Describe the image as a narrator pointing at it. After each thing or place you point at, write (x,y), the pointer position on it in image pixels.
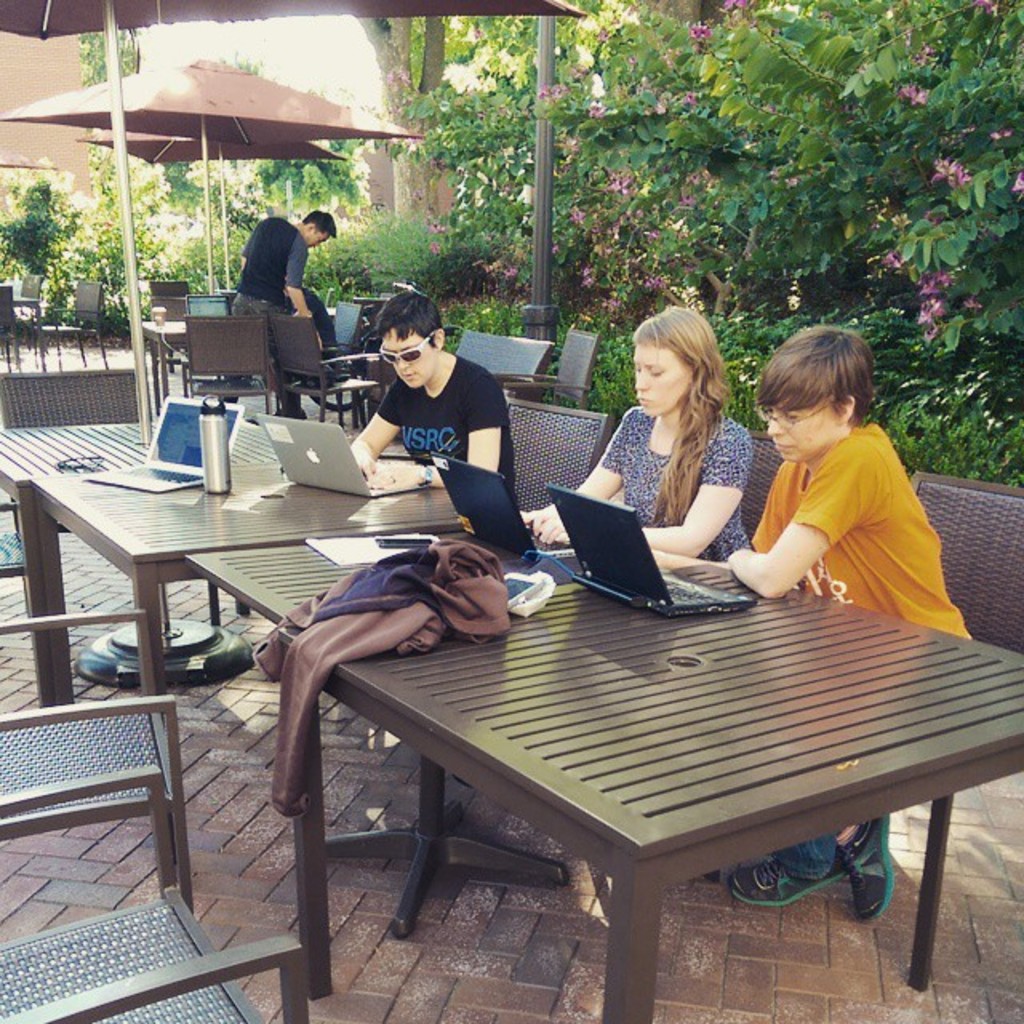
This picture is taken outside. There are three people (804,469) sitting besides a table (556,641), on the table (588,676) there are clothes (492,569), laptops (432,459) and bottle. Towards the right (865,476) there is a women (907,531) and she is wearing a yellow t shirt (852,473), besides her there is another woman (682,487), she is wearing a colorful dress (655,468) and another person (480,407), she is wearing a black t shirt (468,410). Behind there is a man (308,313) and he is holding a bag (332,323). The restaurant (86,917) is filled with the tables (131,534) and chairs (209,1017). In the background (706,100) there are tents (270,95) and group of plants (751,122) and trees (400,95).
